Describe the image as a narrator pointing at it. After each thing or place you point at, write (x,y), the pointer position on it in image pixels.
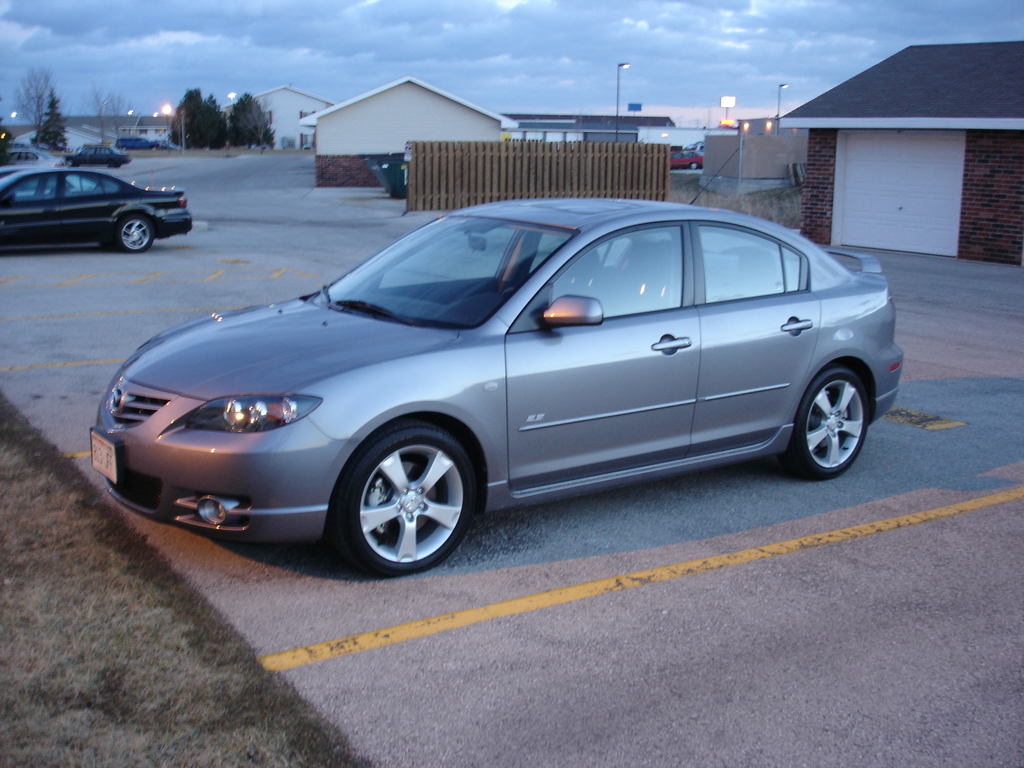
There are few cars (305,337) parked in front of the houses (402,96) and there are few pole lights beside the houses (385,149) and in the background (234,145) there are many trees (251,145).
